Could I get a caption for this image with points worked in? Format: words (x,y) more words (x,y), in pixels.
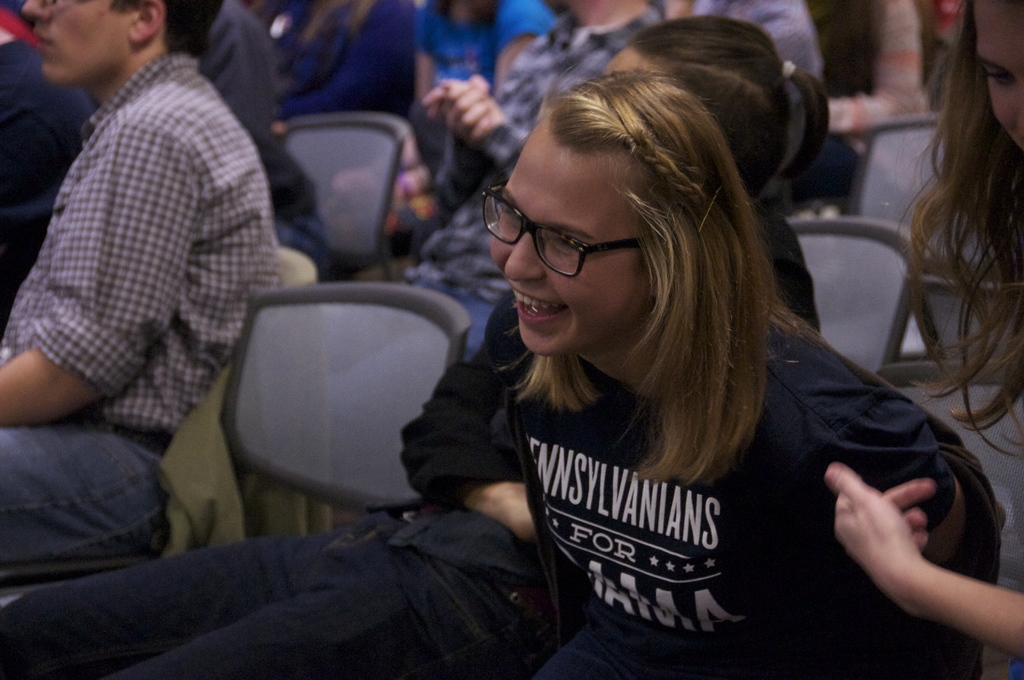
In this picture I can see a person (444,403) with a smile and sitting on the chair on the right (684,434). I can see a few people (300,202) sitting on the chair (339,193) in the background (442,171).
